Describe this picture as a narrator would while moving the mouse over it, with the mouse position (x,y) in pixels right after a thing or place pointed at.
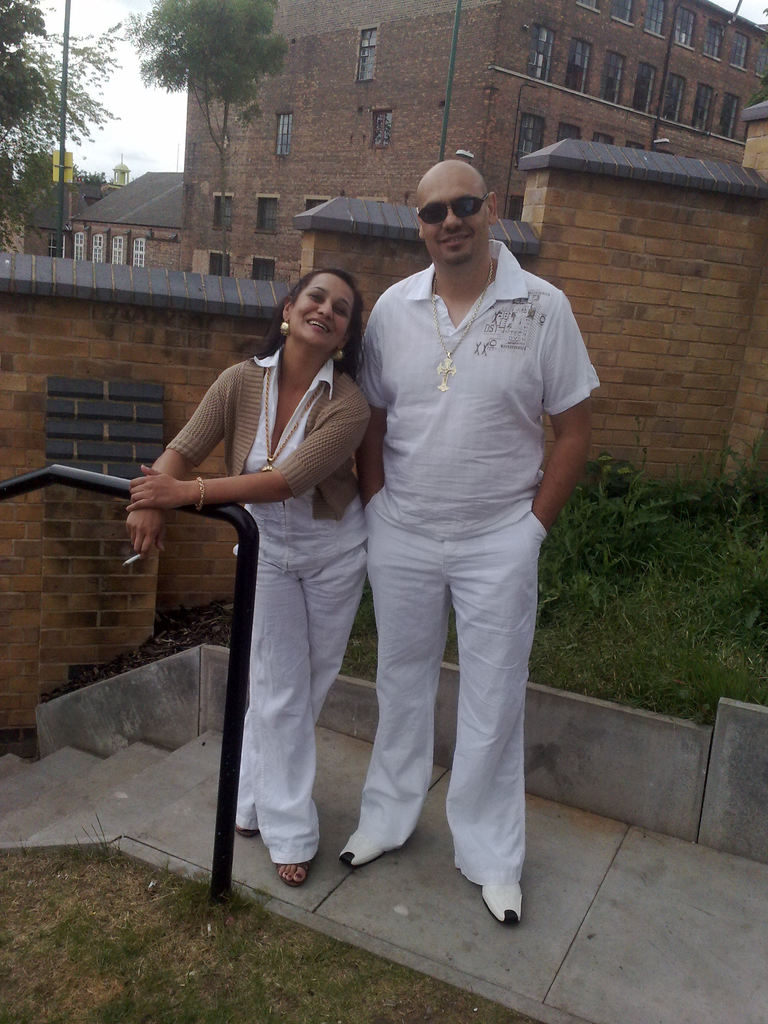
In this image I can see a man (430,559) and a woman (145,496) are standing. These people (356,544) are wearing white color clothes (491,431). In the background (216,3) I can see buildings (173,245), trees (17,135), poles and the sky (124,92). Here I can see the grass (666,633).
